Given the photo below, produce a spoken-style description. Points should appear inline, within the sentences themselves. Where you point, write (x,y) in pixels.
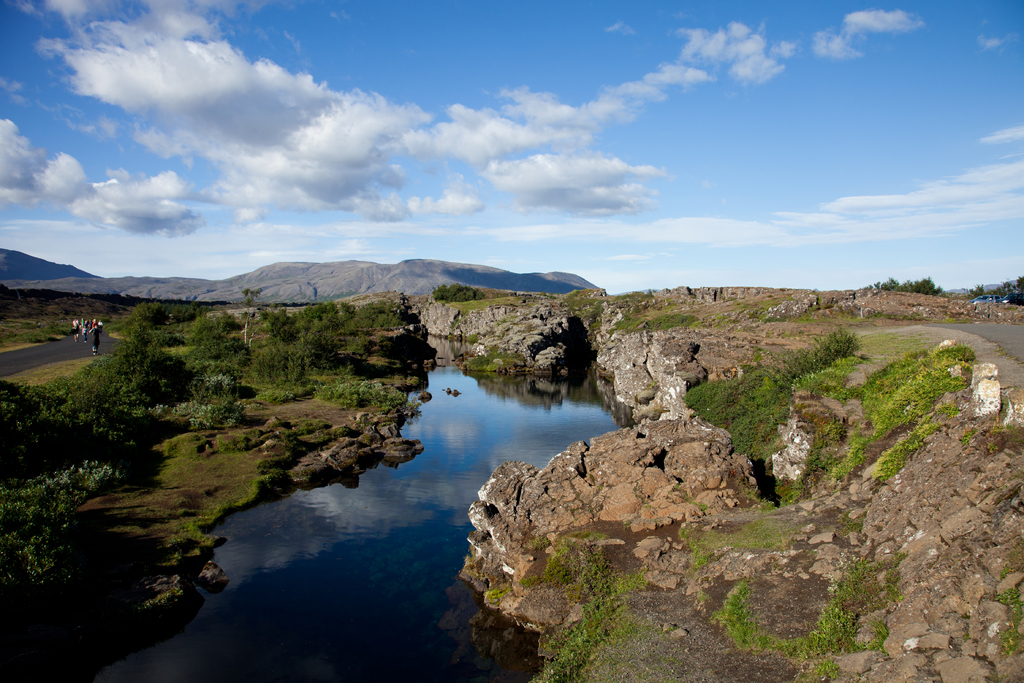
On the left side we can a road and some persons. In the middle (478,445) we can see water body (563,397), rocky mountains (477,348) and greenery (137,461). On the right side (997,335) a car (1006,299) and the road (942,324). On the top (805,167) we can see the sky (543,242), clouds (551,106) and some hills (310,286).
